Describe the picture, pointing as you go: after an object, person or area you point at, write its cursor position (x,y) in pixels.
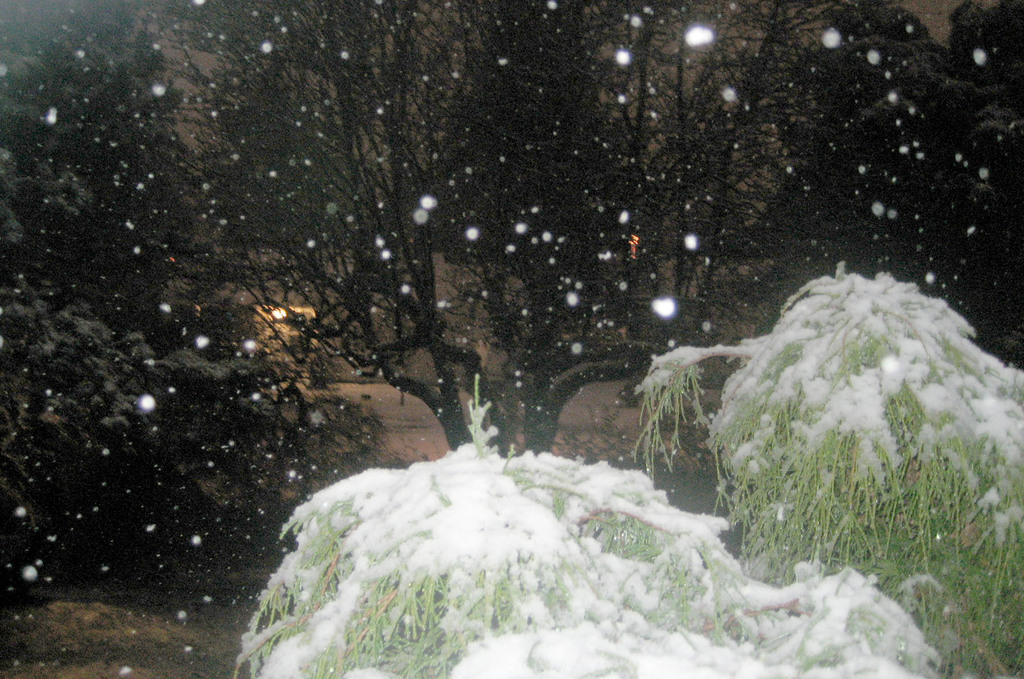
In this picture we can see some snow (356,587) on the plants (452,593). There are a few trees (444,96) in the background (187,330).
